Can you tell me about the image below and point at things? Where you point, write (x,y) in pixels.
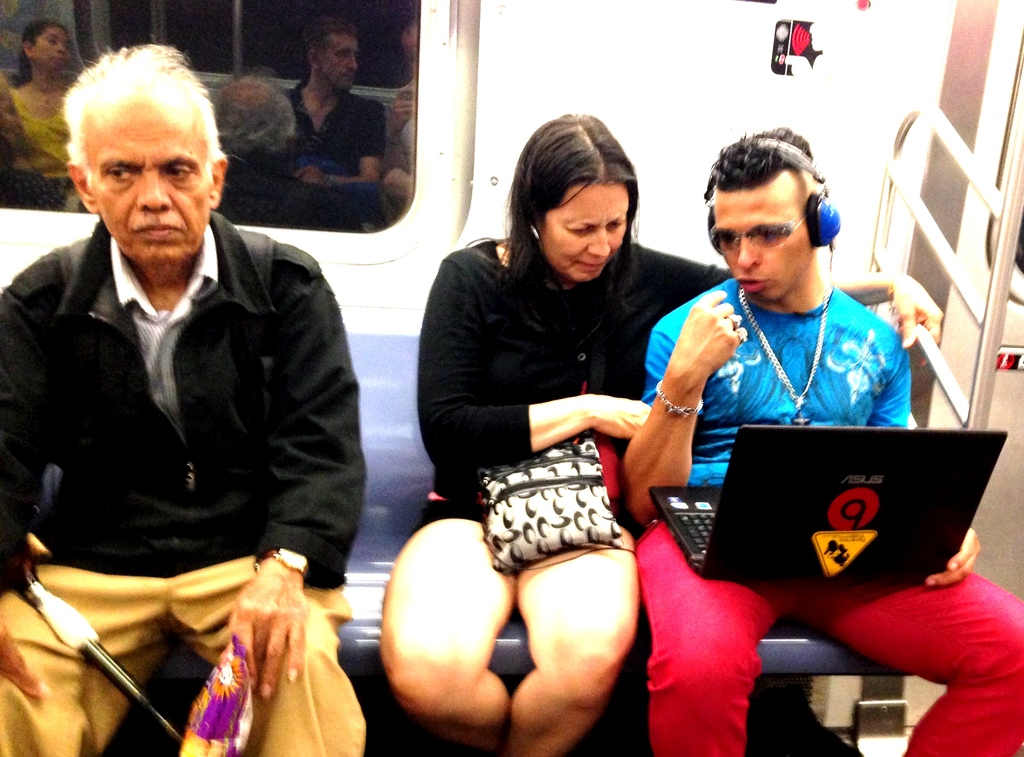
In this image we can see this person (321,386) wearing a black jacket (118,324), this woman (474,415) wearing a black dress (435,398) and this person (868,332) wearing blue T-shirt (647,387), headsets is holding a laptop (943,539) and are sitting on the seat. In the background (321,44), we can see the glass window (278,96) through which we can see the reflection (306,119) of people (34,128) sitting on the seat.
